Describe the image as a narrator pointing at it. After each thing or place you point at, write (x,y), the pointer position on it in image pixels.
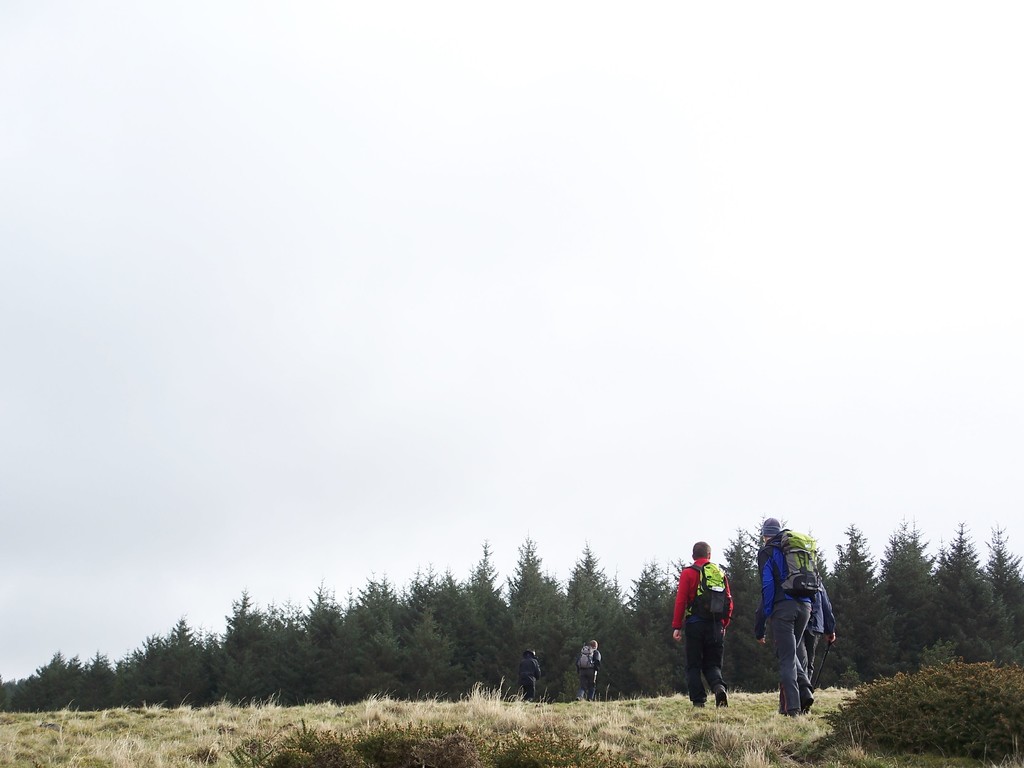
In this image I can see grass (749,717) and people (700,654) on the ground (745,729). These people (713,625) are carrying bags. In the background (632,642) I can see trees (501,625) and the sky (382,352).
